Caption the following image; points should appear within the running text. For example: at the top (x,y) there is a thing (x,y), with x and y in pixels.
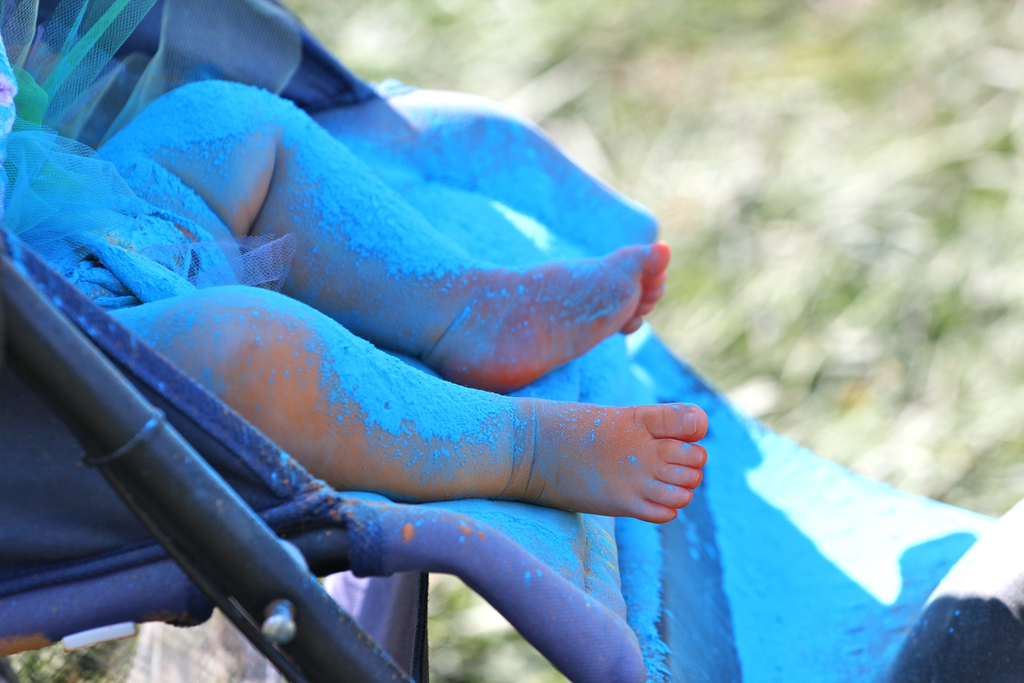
In the image we can see the truncated picture of a baby (280,197) and baby cart (243,528), and the background (869,156) is blurred.
